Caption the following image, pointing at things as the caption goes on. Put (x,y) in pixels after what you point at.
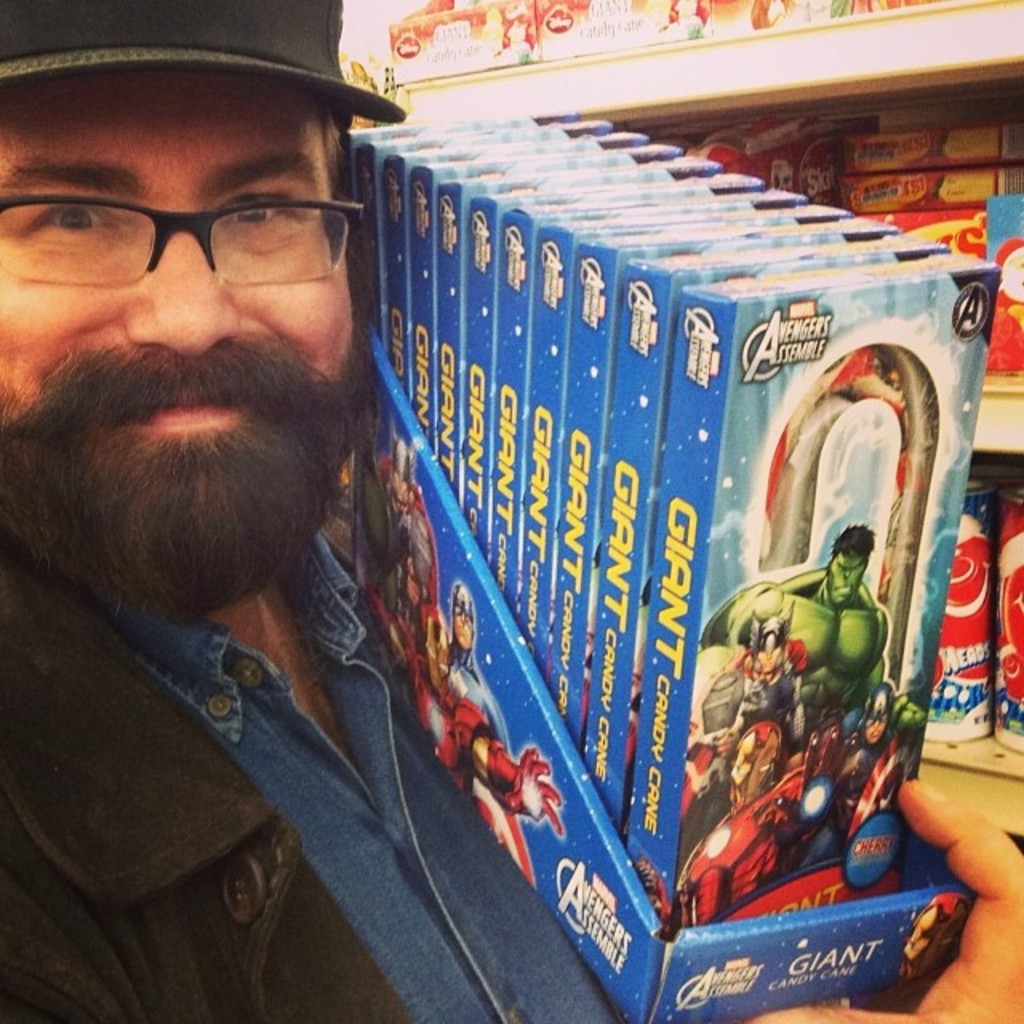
In this picture I can see a man (218,308) in front (42,21) and I see that he is holding a thing (484,651), on which there are number of boxes (645,312) and I see something is written on the boxes (547,388) and I can see the cartoon character (778,626) on it. In the background (543,91) I can see the racks (739,102), on which there are number of things (1023,713).
